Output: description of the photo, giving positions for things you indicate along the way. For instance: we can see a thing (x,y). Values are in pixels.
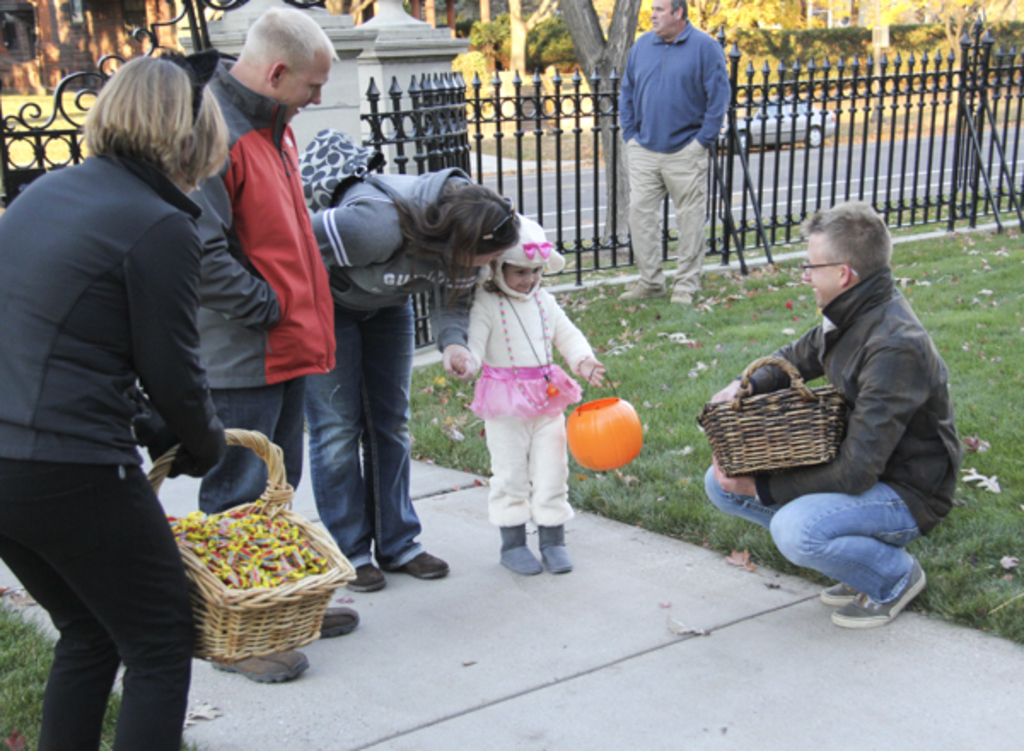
In this picture we can see people (482,415) on the ground (531,725), here we can see baskets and some object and in the background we can see a fence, car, trees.
